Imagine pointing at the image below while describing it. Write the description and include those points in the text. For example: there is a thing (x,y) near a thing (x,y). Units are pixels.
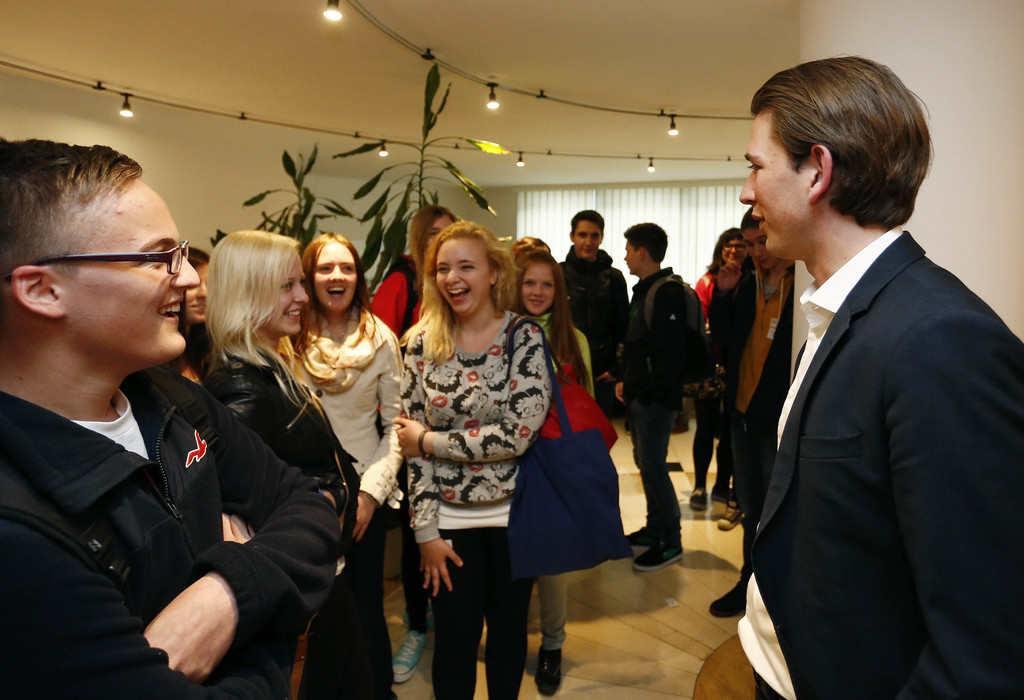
In this image we can see a few people (496,419) standing on the floor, among them, some are wearing the bags (410,313), at the top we can see the lights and also we can see the plants (384,260), curtain (678,252) and the wall (462,194).
